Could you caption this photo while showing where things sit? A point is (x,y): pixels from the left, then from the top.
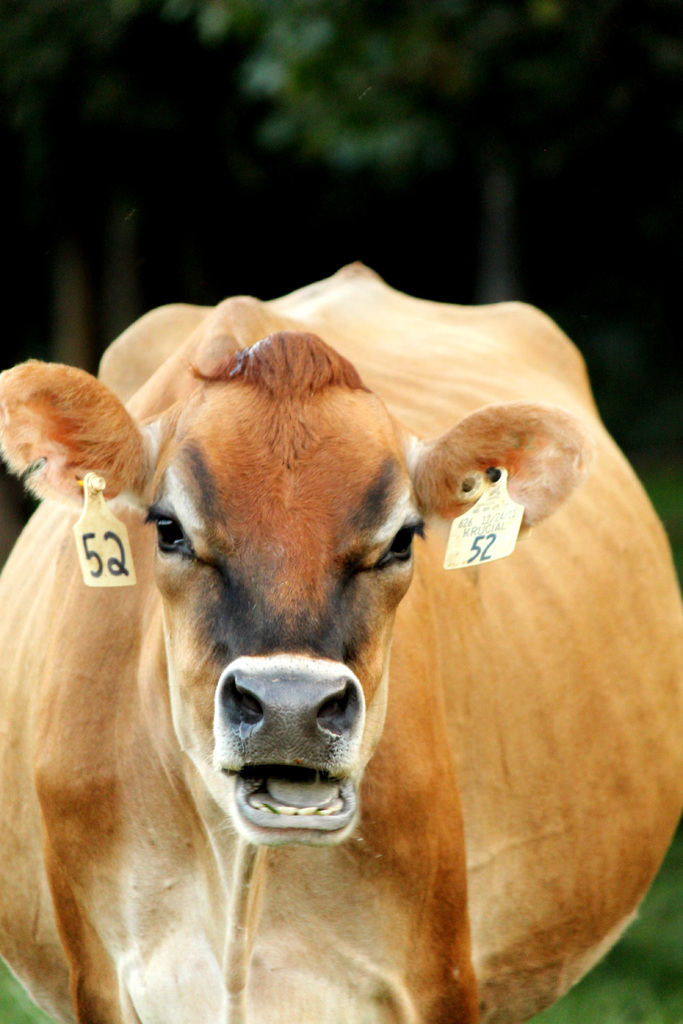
As we can see in the image in the front (327,532) there is a cow (319,487) and the background (281,140) is dark.
